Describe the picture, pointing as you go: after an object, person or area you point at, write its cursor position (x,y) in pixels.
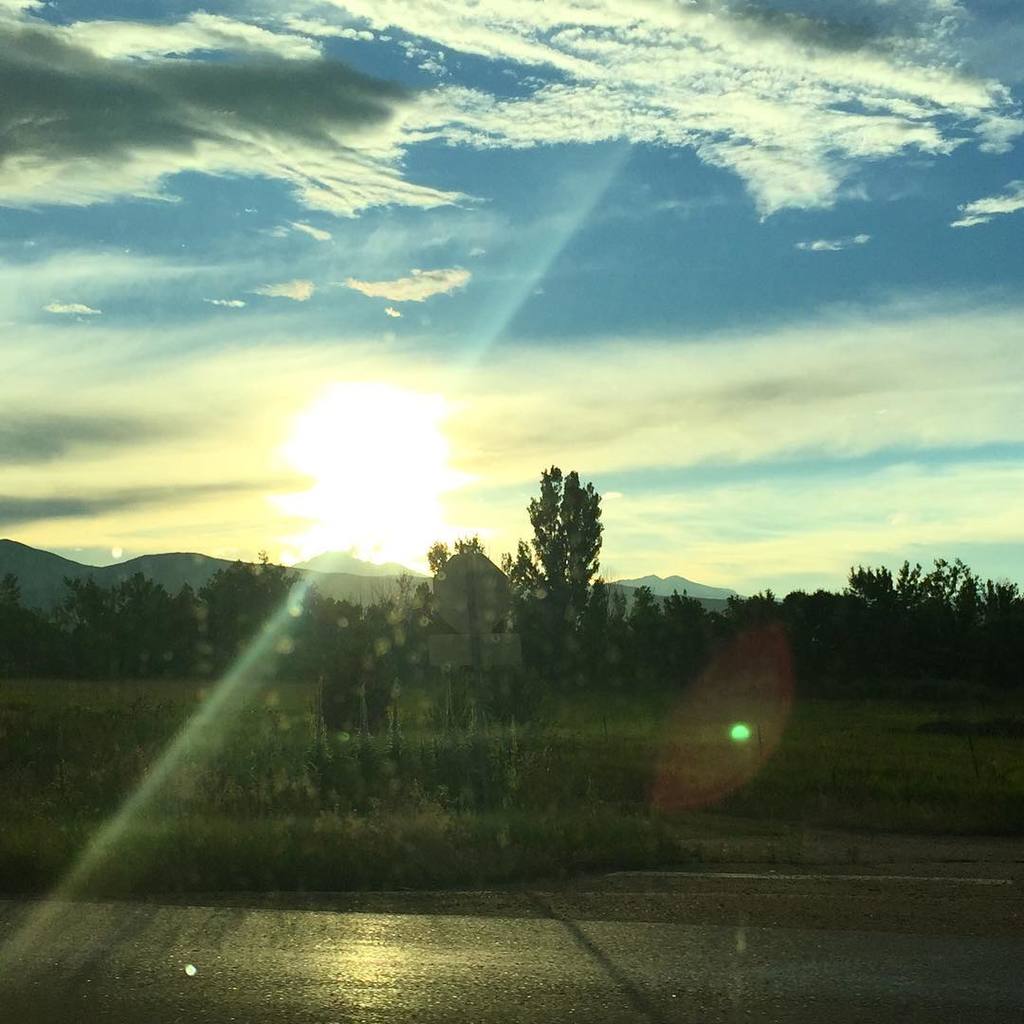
At the bottom of the image (54,980) there is road (883,966). In the center of the image (551,635) there are trees (135,638), grass (126,695). In the background of the image (320,570) there are mountains (703,603), sky (759,565) and sun (388,438).
